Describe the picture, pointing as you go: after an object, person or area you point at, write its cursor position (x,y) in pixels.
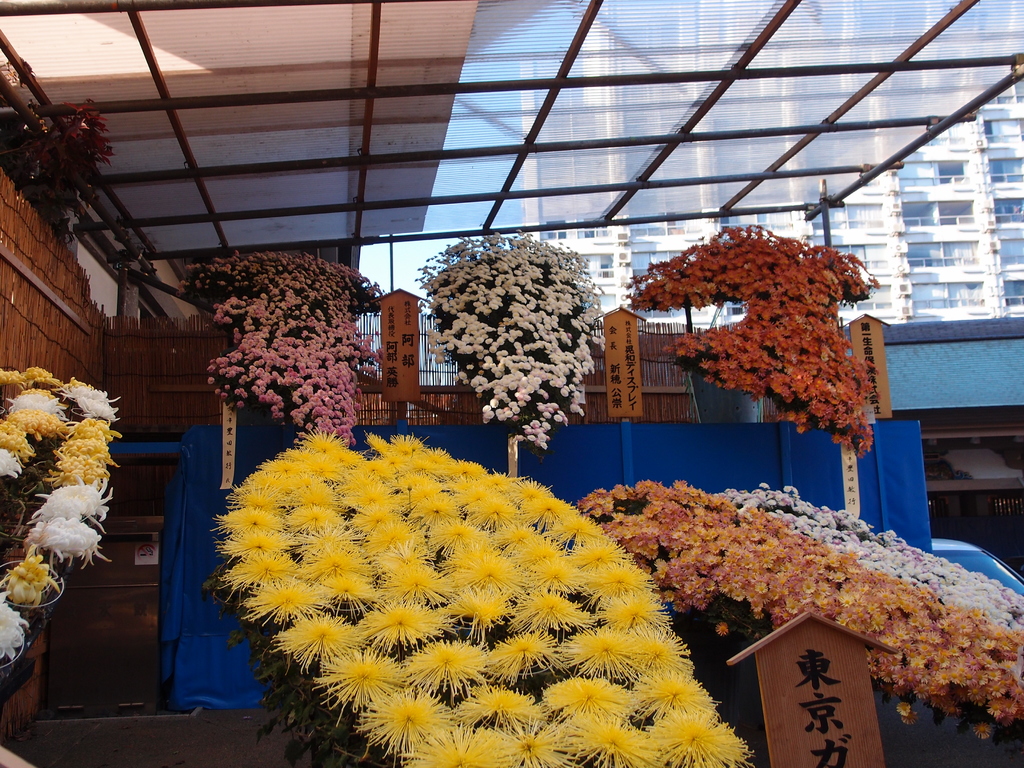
In this image we can see different types of flowers (520,560). Also there are wooden boards (410,331) with something written. On the left side (59,320) there is a wooden wall (69,306). On the ceiling (186,162) there are glass panes (417,119). In the background (1023,202) there is a building (924,222). Also we can see a wall (212,673) with blue color.
